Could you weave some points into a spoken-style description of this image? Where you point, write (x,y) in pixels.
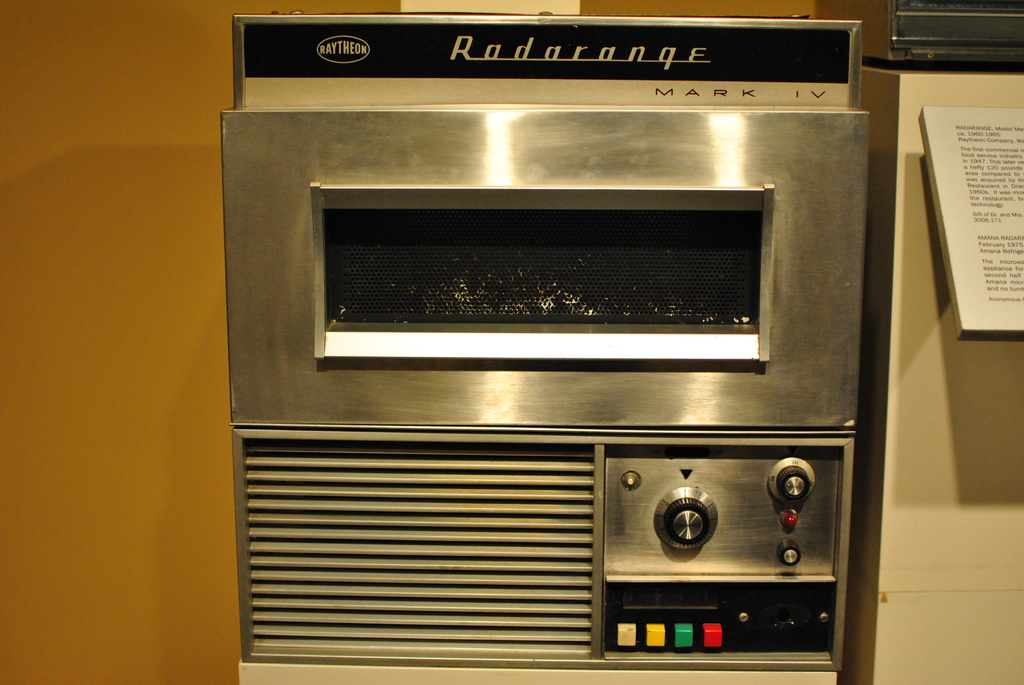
In the picture we can see a micro oven (641,644) and under it we can see some buttons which are red, green, yellow and white in color and beside it we can see a white color board (971,127) with some information (983,222) in it and on the top of the micro oven (246,112) we can see a name Radarange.
